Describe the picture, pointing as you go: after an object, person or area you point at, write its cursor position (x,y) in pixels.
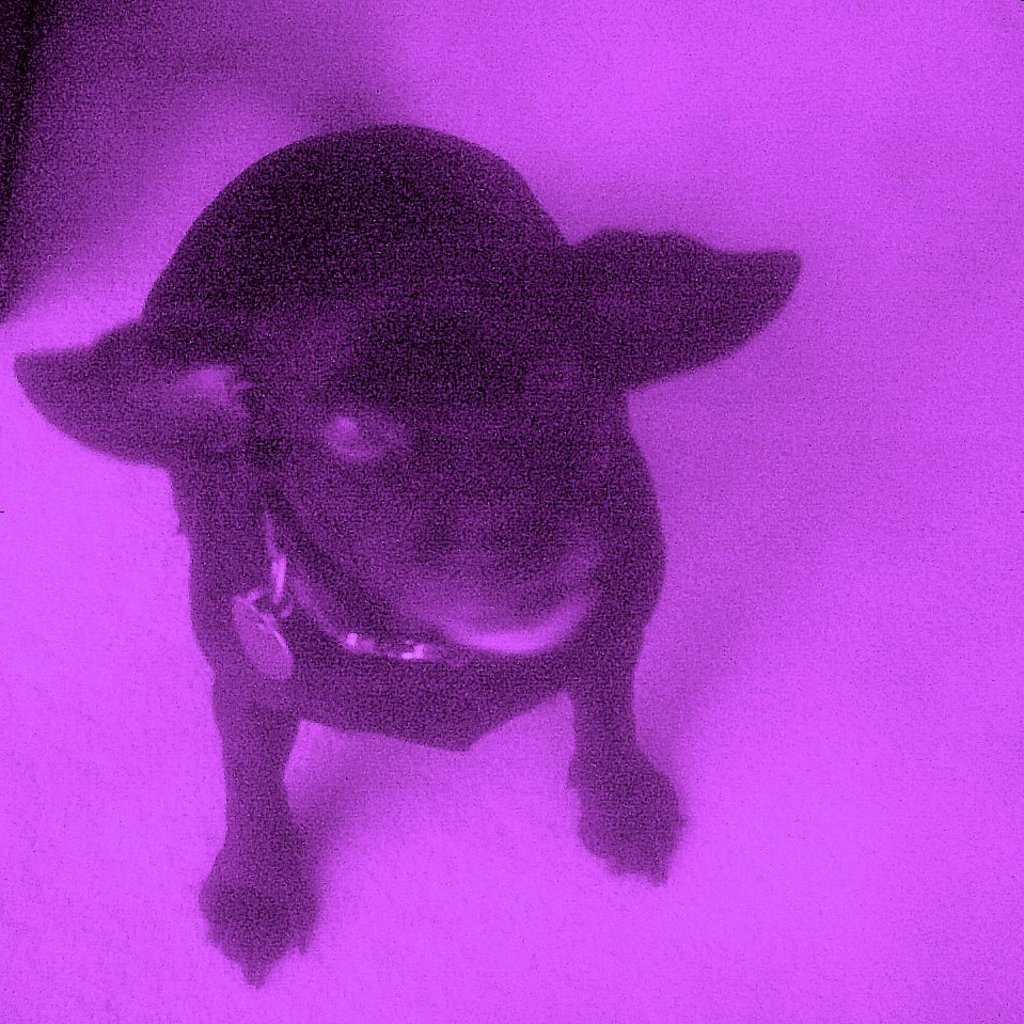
In this image there is an animal (457,234) standing on the floor (621,876). Animal (618,833) is tied with a belt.
